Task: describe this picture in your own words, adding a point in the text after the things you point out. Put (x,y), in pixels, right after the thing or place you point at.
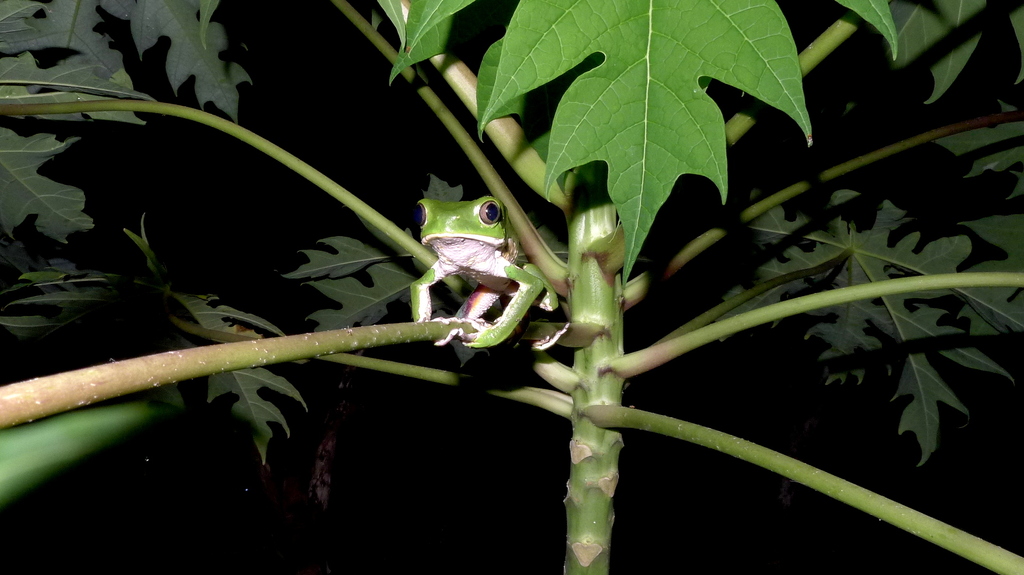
In this image there is a plant (510,202). There is a frog (514,275) on the plant (536,260). The background (304,103) is dark.
